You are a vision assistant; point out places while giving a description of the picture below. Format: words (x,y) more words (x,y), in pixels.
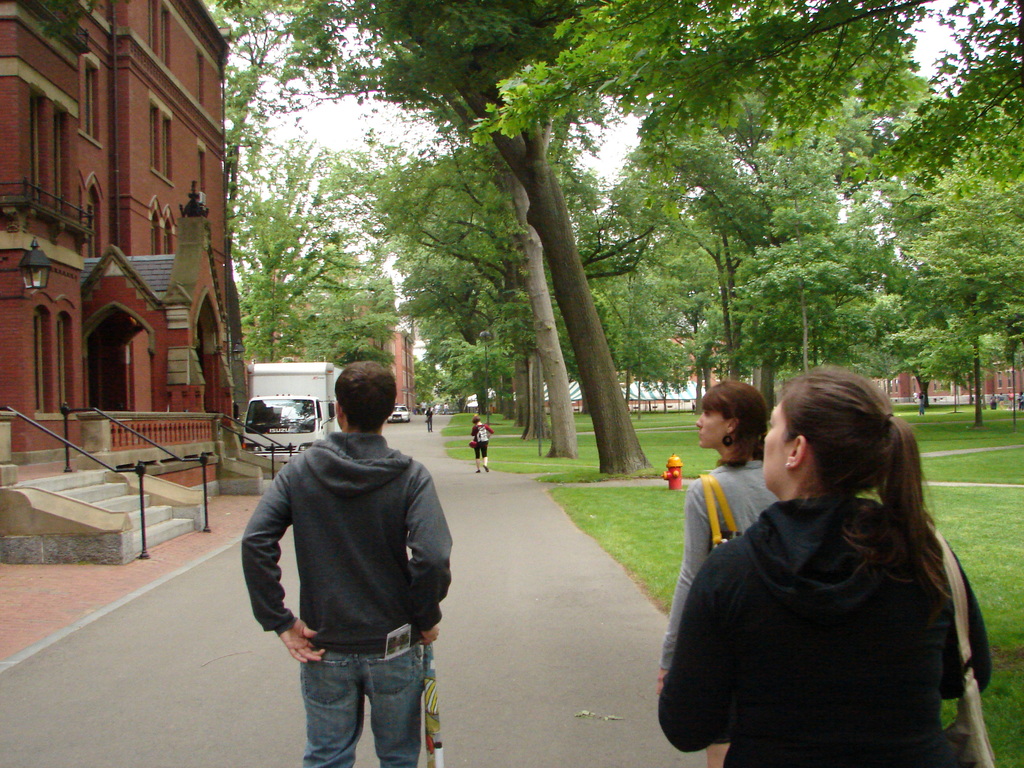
In this picture we can see some people (668,649) standing and person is walking on the path (471,492). On the right side of the person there is a fire hydrant (675,479) and trees (817,309). On the left side of the people (433,487) there are vehicles (293,427) and buildings (182,274). Behind the trees (365,315) there is the sky (582,142).
